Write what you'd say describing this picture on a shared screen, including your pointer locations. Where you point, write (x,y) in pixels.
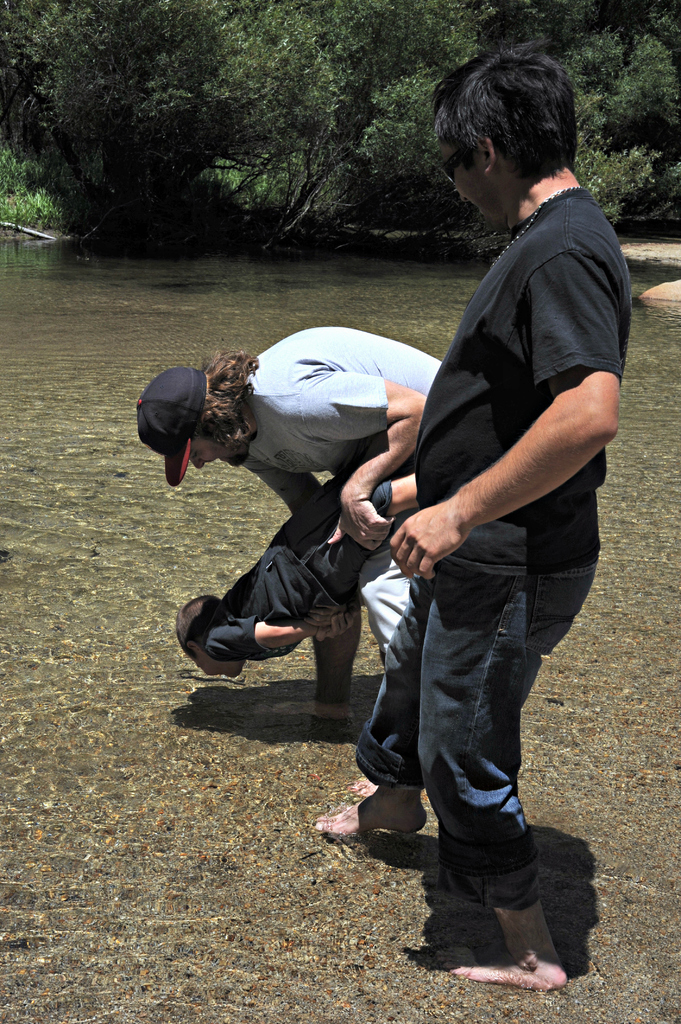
Here we can see two men (366,482) standing in the water (646,538) and a person (340,655) among the two persons (339,664) is holding a boy (305,531) in his hands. In the background (263,219) there are trees (319,133) and sand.
